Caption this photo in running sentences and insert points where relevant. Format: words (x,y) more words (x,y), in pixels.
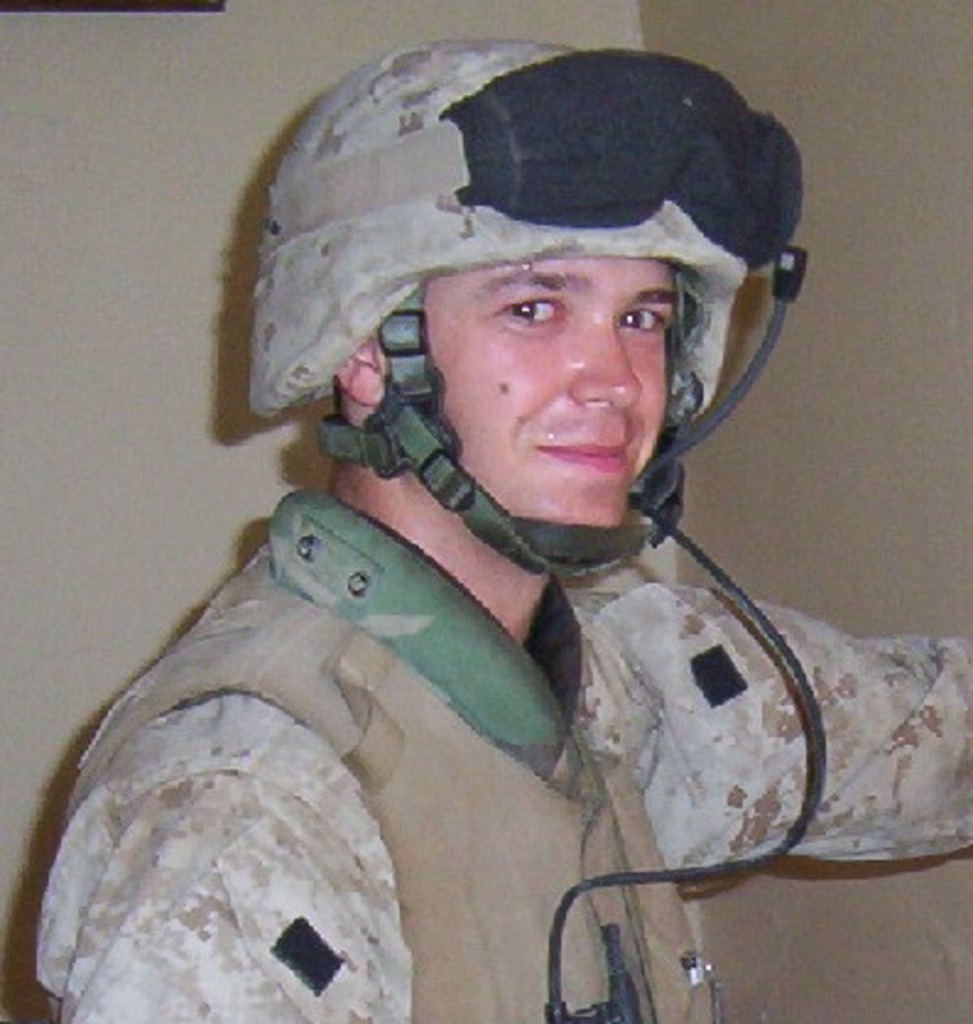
In the foreground of this image (557,833), there is a man (488,760) wearing a jacket (482,766) and a helmet (462,183). Behind him, there is a wall (69,301).
